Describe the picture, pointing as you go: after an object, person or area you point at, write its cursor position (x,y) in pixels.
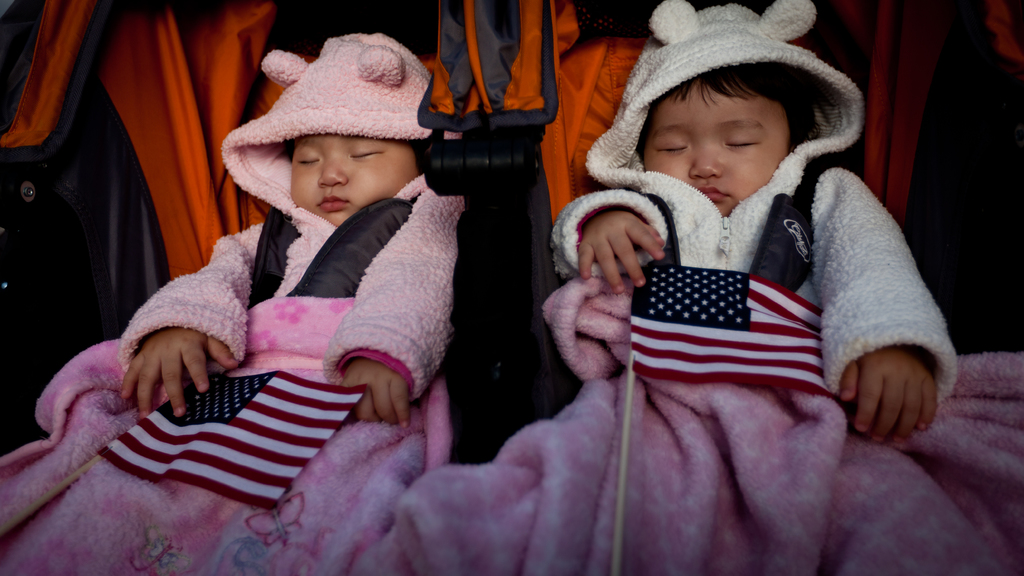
In this picture, we see the two babies (460,209) are sleeping in the orange and black color baby trolley (559,205). We see the flags (196,396) in white, red and blue color. At the bottom (387,513), we see the blankets (455,536) in pink color.
